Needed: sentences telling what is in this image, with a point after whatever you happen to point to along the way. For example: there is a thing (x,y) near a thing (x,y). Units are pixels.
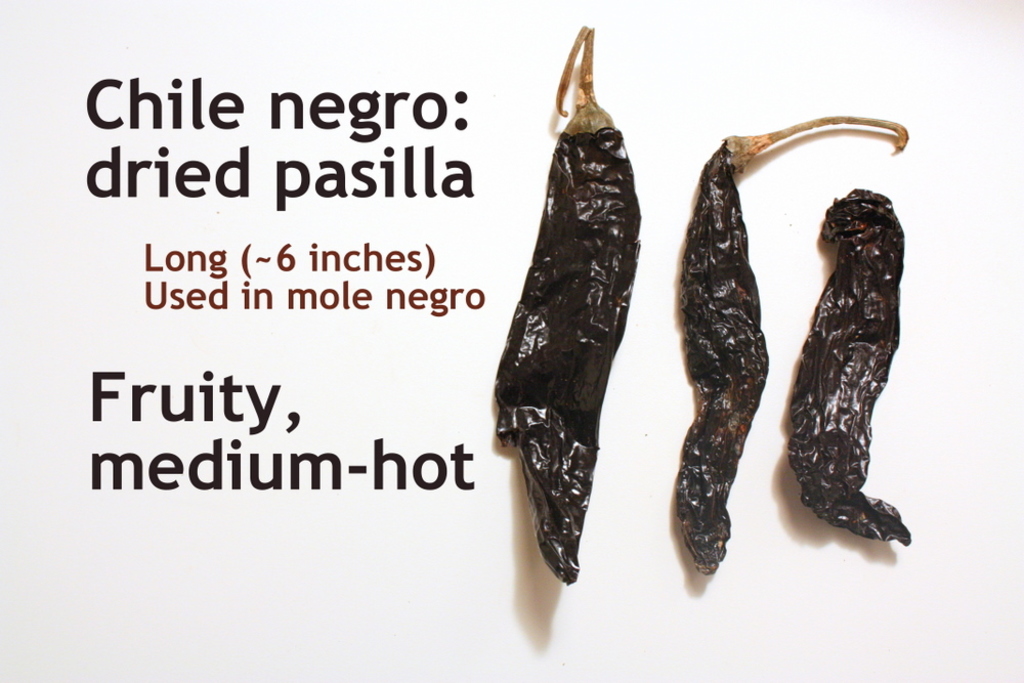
This picture shows dry chillies (737,390) and we see text (379,480) and white background (529,53).
